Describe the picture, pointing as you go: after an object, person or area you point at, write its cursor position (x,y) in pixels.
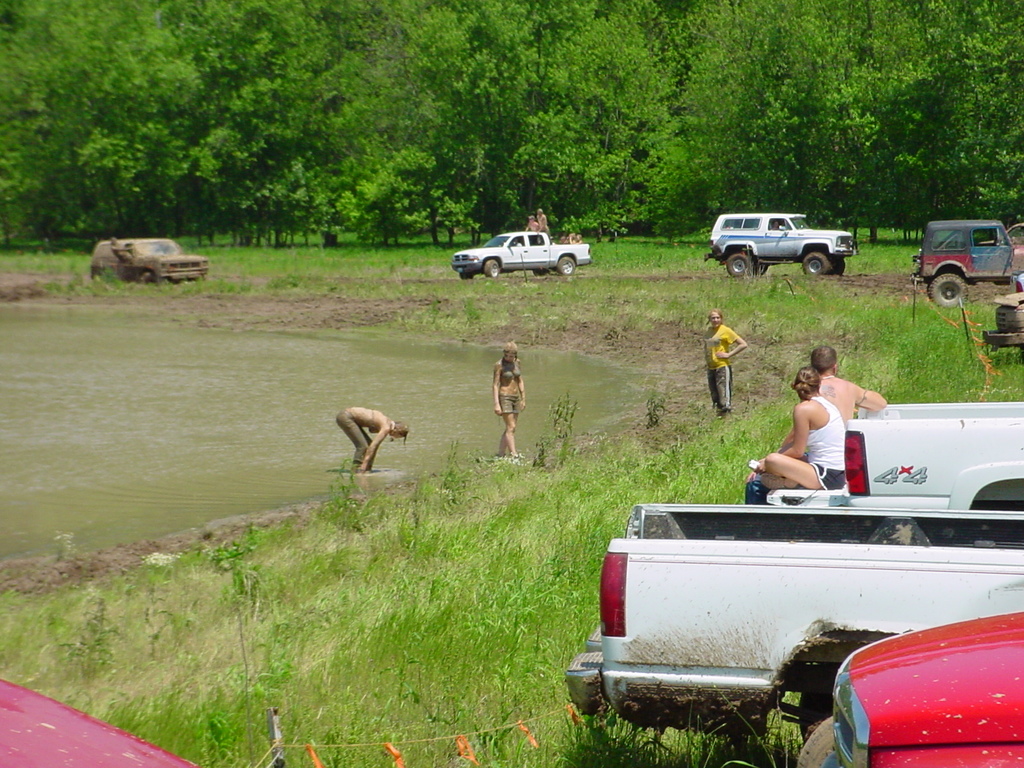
Land (431,305) is covered with grass (754,285). Here we can see vehicles (947,255) and people (810,418). Background (850,21) there are number of trees (431,80).
